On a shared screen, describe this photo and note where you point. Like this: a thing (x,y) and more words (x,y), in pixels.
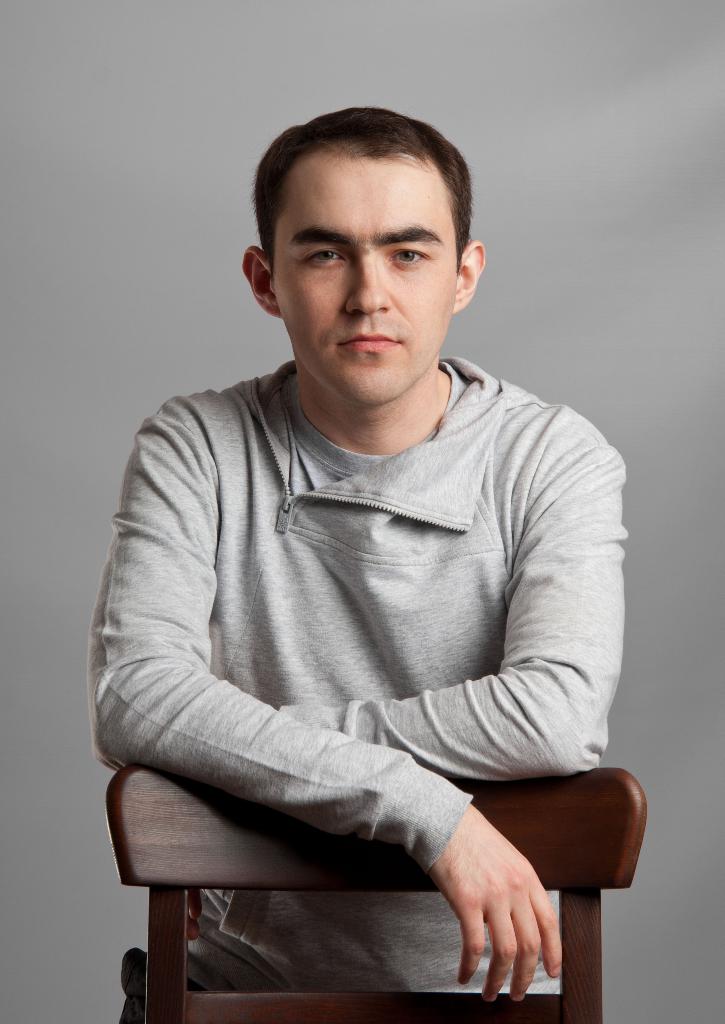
In this picture I can see a man (406,503) and a chair (203,810) and I can see a plain background (666,588).
